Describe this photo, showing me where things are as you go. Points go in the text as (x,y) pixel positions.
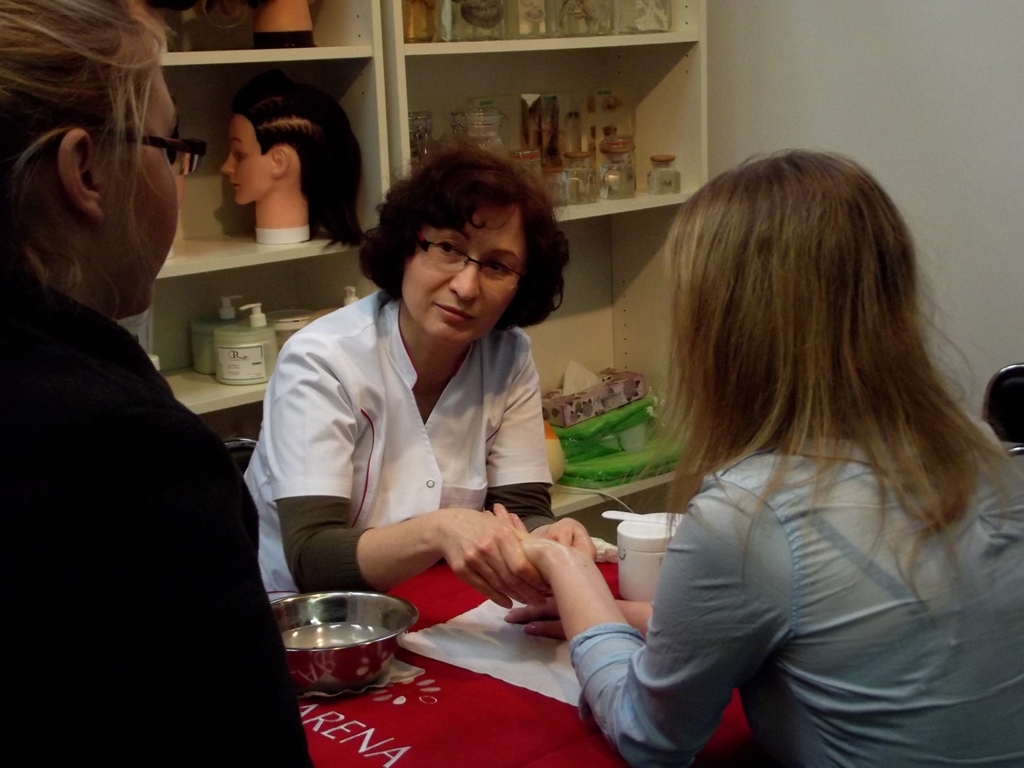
There is a lady (447,242) in the center of the image (425,266) holding a hand (554,540) of another lady (808,531) who is sitting on the right side (902,446), there is a bowl (343,619) of water (344,632) on the table (410,661) at the bottom side (363,638) and there are racks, which contains artificial heads (321,130), glass containers (460,131) and other items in the background area (532,119).
